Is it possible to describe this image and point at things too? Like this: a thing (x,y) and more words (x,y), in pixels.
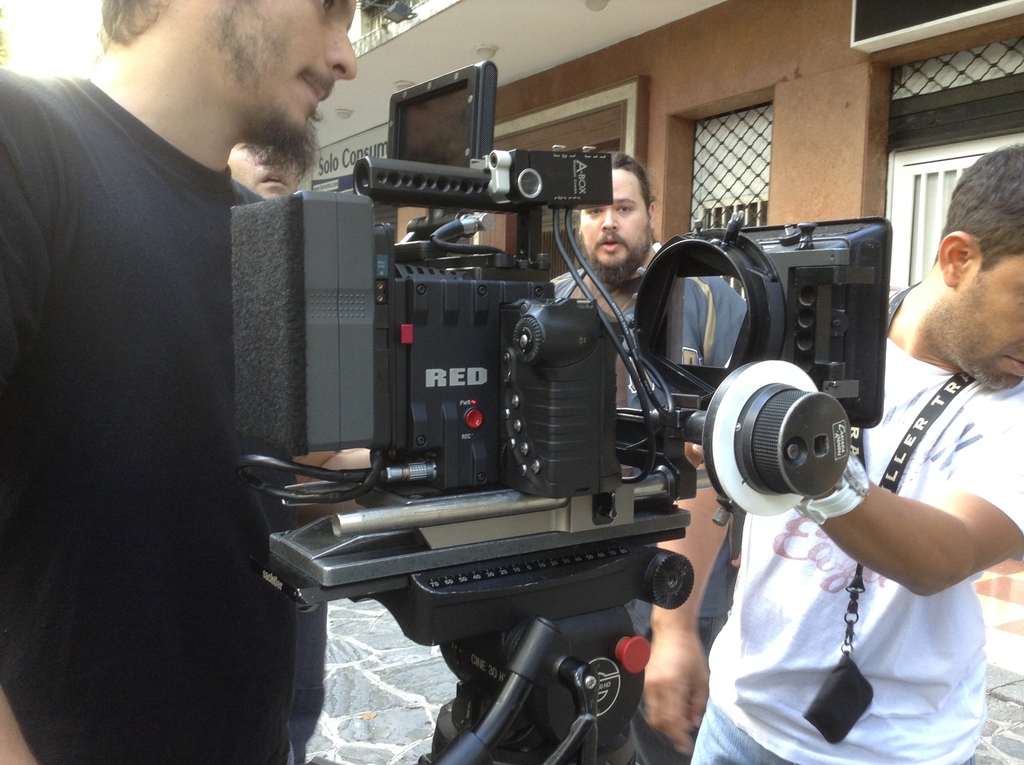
This might be a picture taken during a shooting. In the foreground of the picture (402,418) there is a camera (456,377) and a tripod stand (536,718). On the right (821,537) there is a man (871,617) in white t-shirt (795,639). On the left (130,248) there is a man (125,543) in black t-shirt (162,309). In the background (536,92) there is a building (769,121) and two men (603,259) standing.
